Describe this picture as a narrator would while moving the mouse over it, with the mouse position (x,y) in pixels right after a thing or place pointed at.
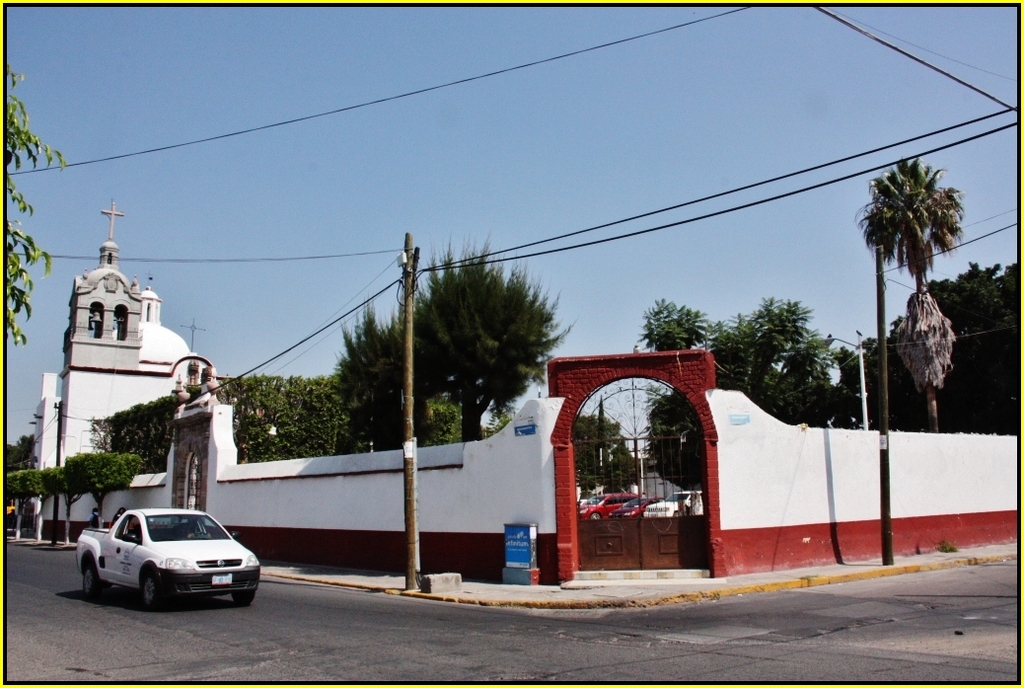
This is an outside view. On the left side (146,580) there is a vehicle (151,576) on the road (217,634) and a building (95,365). Beside the road (476,651) there is a wall (426,524). In the background (502,392) there are many trees (531,377). At the top of the image (569,150) I can see the sky (588,109) and also there are few cables (752,185). Here I can see few poles (865,423).
